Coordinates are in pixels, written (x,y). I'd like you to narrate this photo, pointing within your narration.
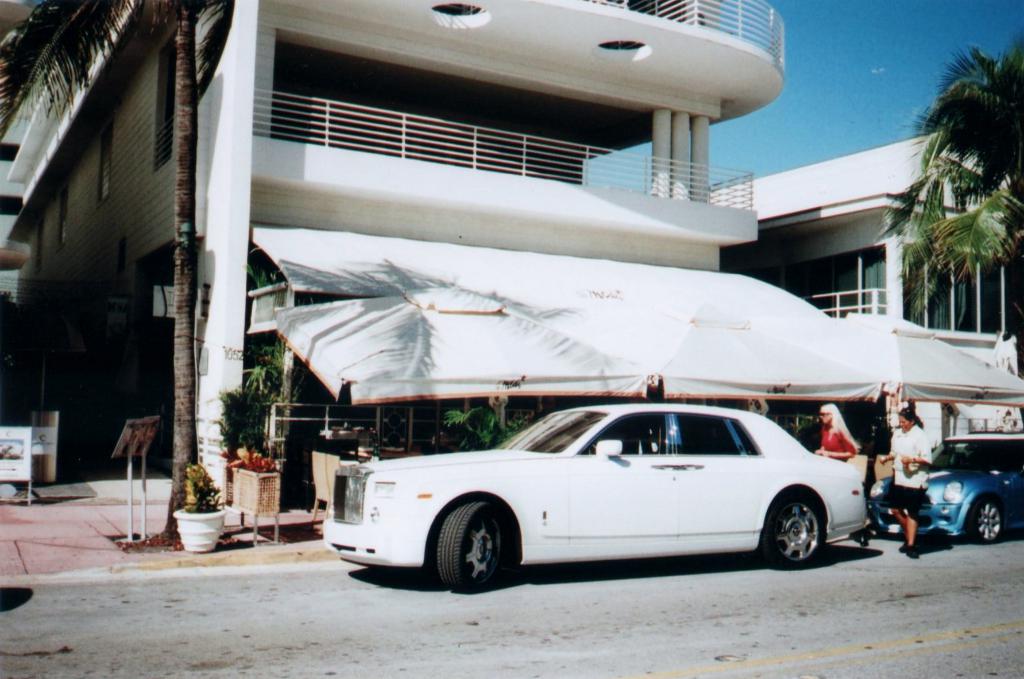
In this picture I can see the road (654,591) in front (461,663), on which there are 2 cars (735,506) and 2 persons (909,456). In the background (371,241) I can see the buildings (736,208), few trees (1017,250) and few plants (481,417). On the top right of this picture (974,13) I can see the clear sky (852,77).
